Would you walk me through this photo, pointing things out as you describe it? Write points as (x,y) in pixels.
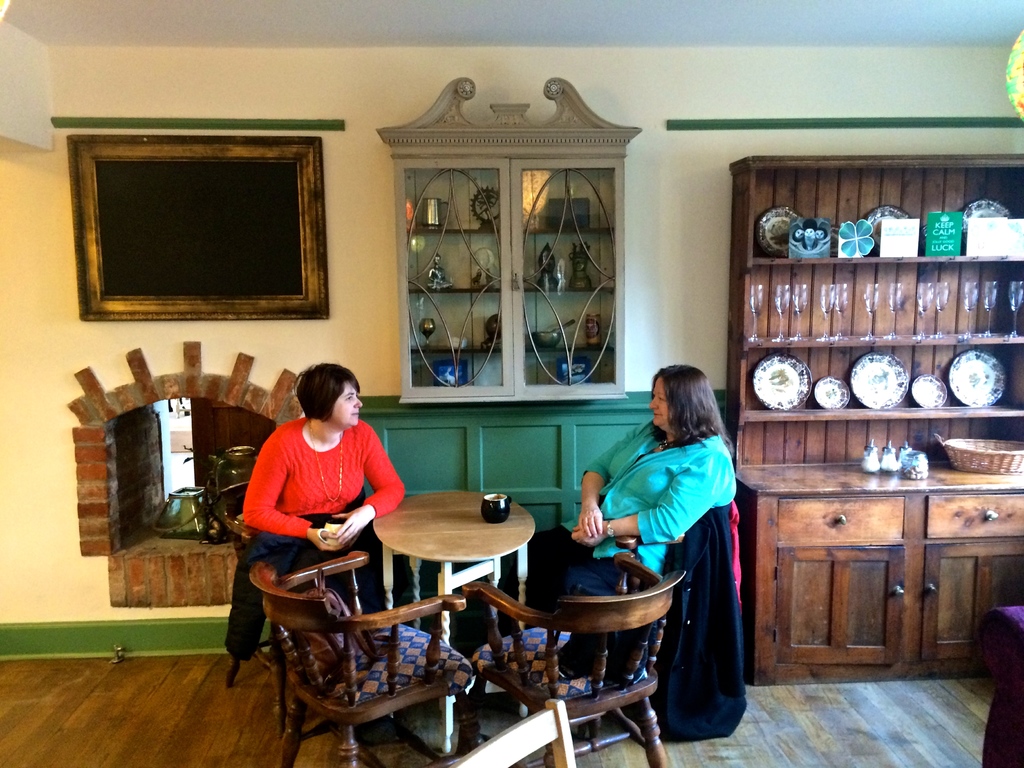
This picture shows two women (263,528) seated on the chair (458,602) and speaking to each other and we see a table (380,520) and a fireplace (122,455) and a wooden stand (775,203).
